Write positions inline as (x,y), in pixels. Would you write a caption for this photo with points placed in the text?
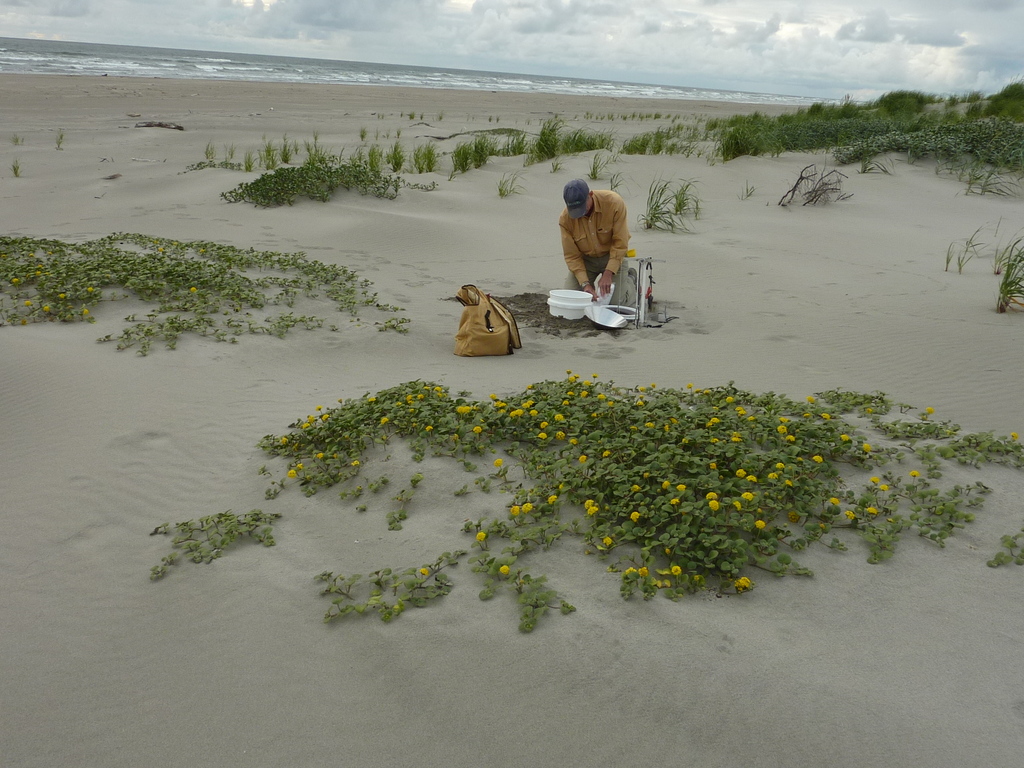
In this image we can see there is a person (606,282) sitting on the sand (623,337) and holding a bucket (592,294) and there is a plate (625,318). And there are plants (615,456) with flowers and there is a water (371,73) and the cloudy sky (724,35).
